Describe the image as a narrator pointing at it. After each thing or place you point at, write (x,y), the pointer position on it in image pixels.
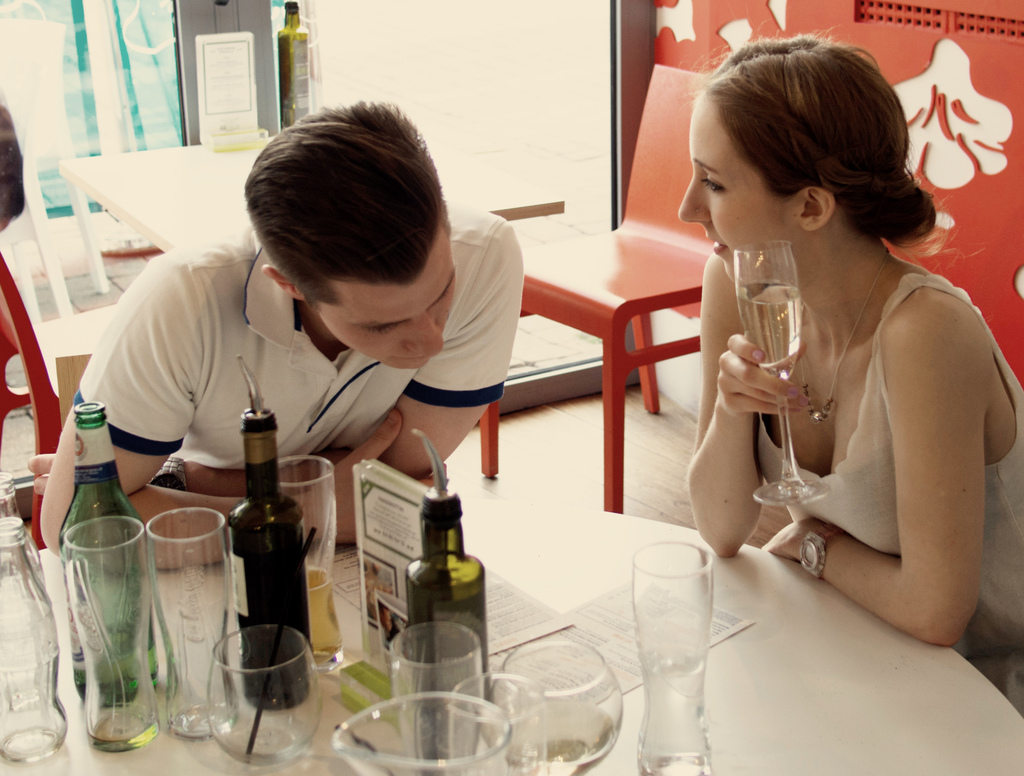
In the image there is a woman (837,292) and man (375,342) sitting around table (604,766) with wine glasses (441,668), bottles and papers (620,621) on it, in the back (11,356) there are tables (190,173) and chairs (29,320), this seems to be in a restaurant (680,121).
